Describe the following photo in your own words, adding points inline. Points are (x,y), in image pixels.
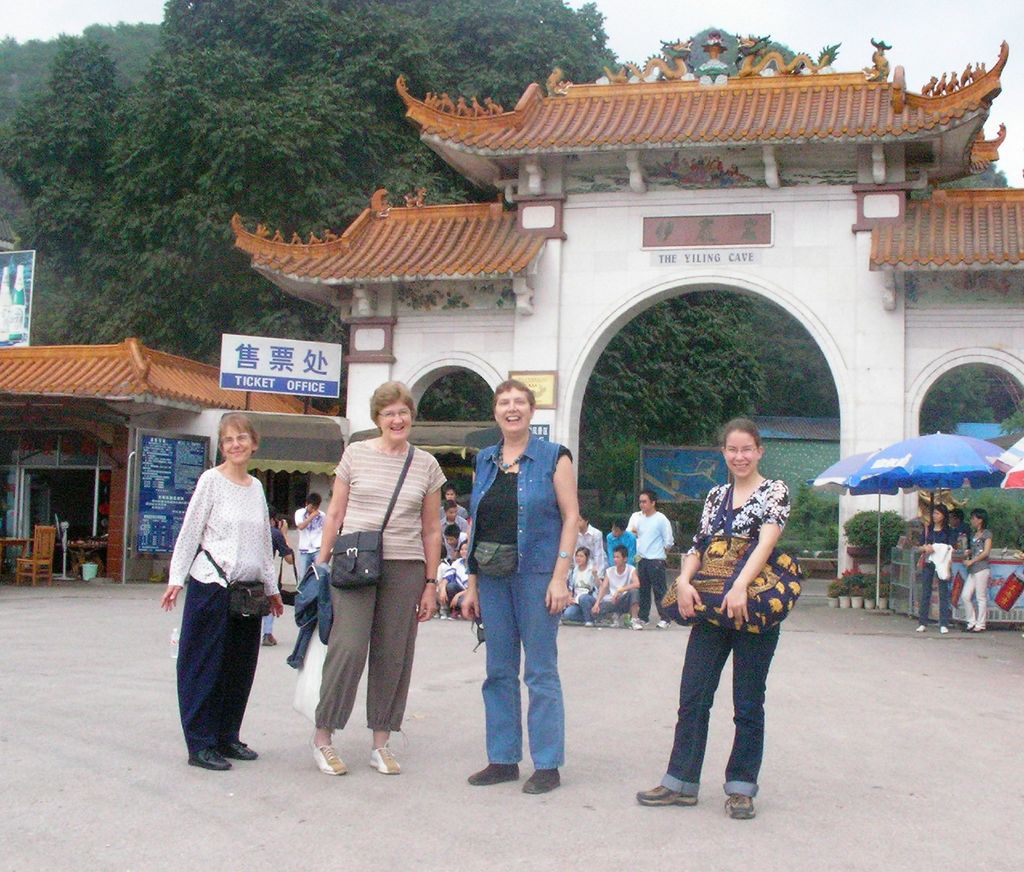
In this image in the foreground (724,533) I can see there are four women (783,529) wearing bags (375,550) standing on floor (201,808), in the middle (541,350) I can see entrance arch (545,206), in front of arch (588,212) I can see group of persons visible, on the right side (976,455) I can see tents (977,474), under tents (976,457) I can see persons (947,544) back side of arch (604,344) I can see trees (52,50) at the top (775,18) I can see the sky (878,18). on the left side (69,474) I can see a small house (25,381) in front of the house (67,369) I can see a bucket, chair (37,538) and table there is a board (336,344) visible beside the house (142,376) on which I can see a text (316,379).
